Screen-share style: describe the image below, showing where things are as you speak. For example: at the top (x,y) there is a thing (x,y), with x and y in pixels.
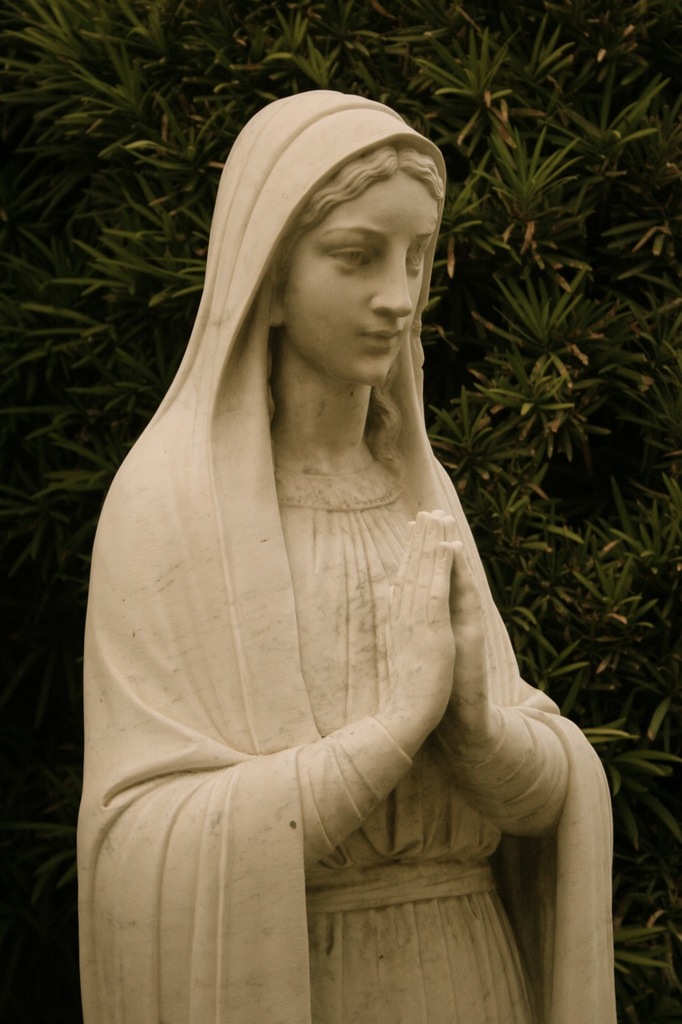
In the center of the image (330,525) there is a statue (220,737). In the background (338,67) we can see trees (91,84).
